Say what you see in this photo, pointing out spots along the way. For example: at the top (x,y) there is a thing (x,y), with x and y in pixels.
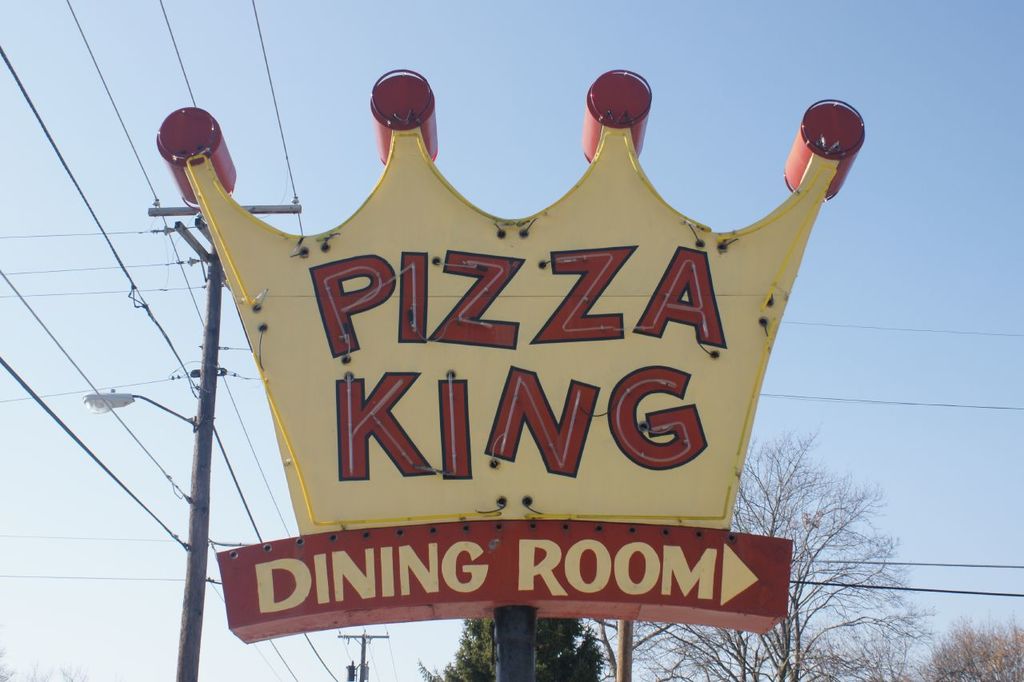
In this picture we can see a name board (422,373). Behind the name board (371,392) there are trees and there are electric poles (202,414) with cables (197,306). Behind the trees (648,643) there is the sky (879,231).
